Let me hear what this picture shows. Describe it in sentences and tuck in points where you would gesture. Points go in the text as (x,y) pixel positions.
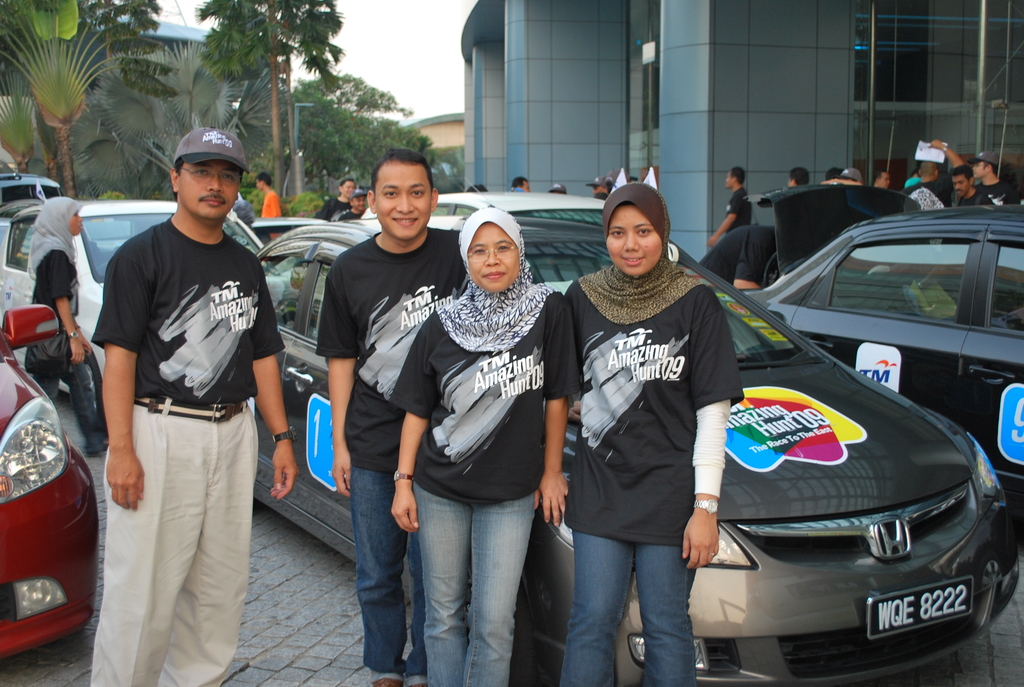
In this picture there are group of people (362,383) standing in the foreground (561,477). At the back (75,296) there are vehicles (979,401) and there are group of people (83,351) and there are buildings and trees (53,155). At the top (423,59) there is sky (371,23).
